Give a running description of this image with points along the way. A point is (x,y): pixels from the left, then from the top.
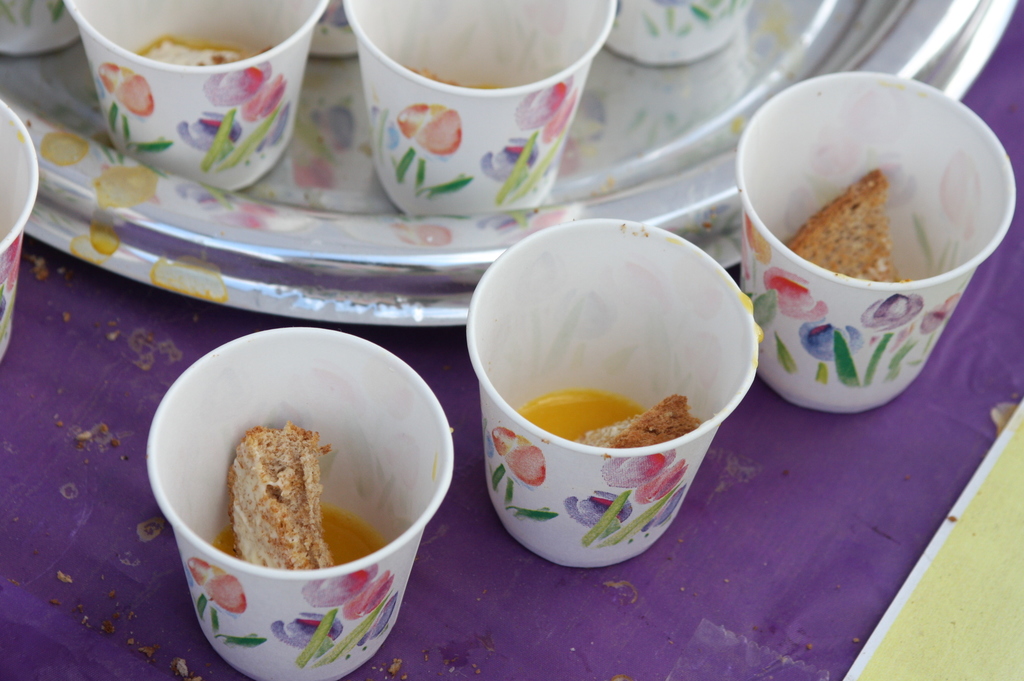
In this image there is a tray (190,201) which has some cups (457,114). On the table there is a cup (355,432) with some liquid (348,536) and a rusk (311,491) in it.
